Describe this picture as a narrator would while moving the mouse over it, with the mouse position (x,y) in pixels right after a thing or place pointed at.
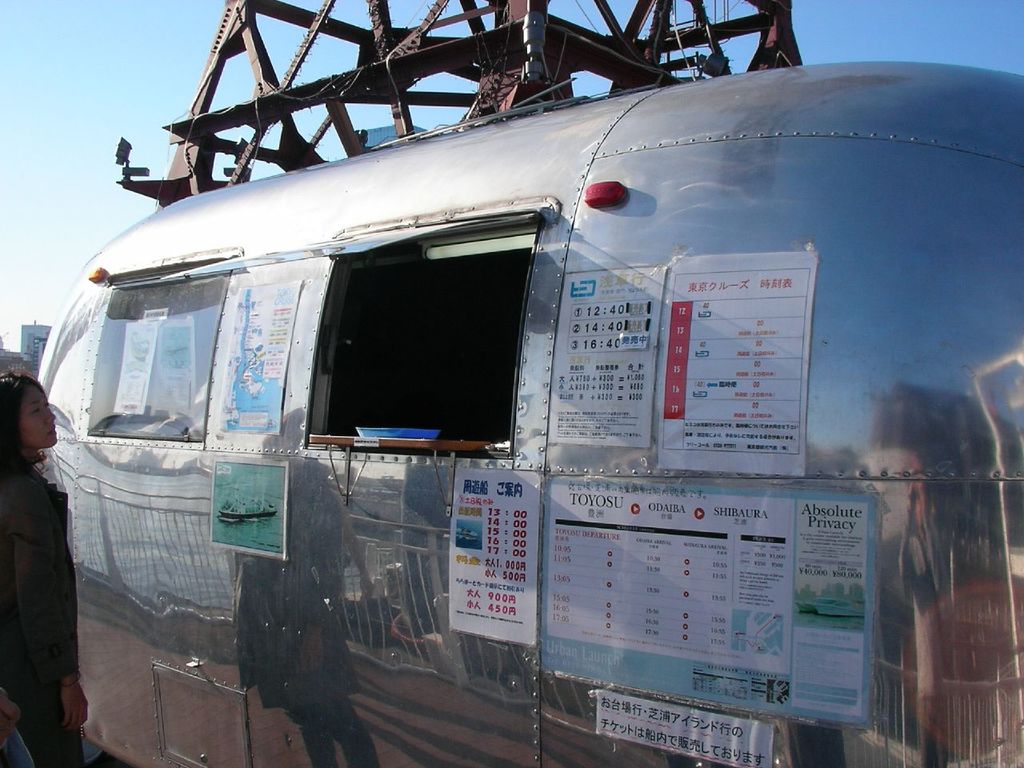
In this image we can see a vehicle (438,387). On the left (36,532) there is a lady (32,441) standing. In the background (47,319) there are buildings (32,358) and sky (60,178).
